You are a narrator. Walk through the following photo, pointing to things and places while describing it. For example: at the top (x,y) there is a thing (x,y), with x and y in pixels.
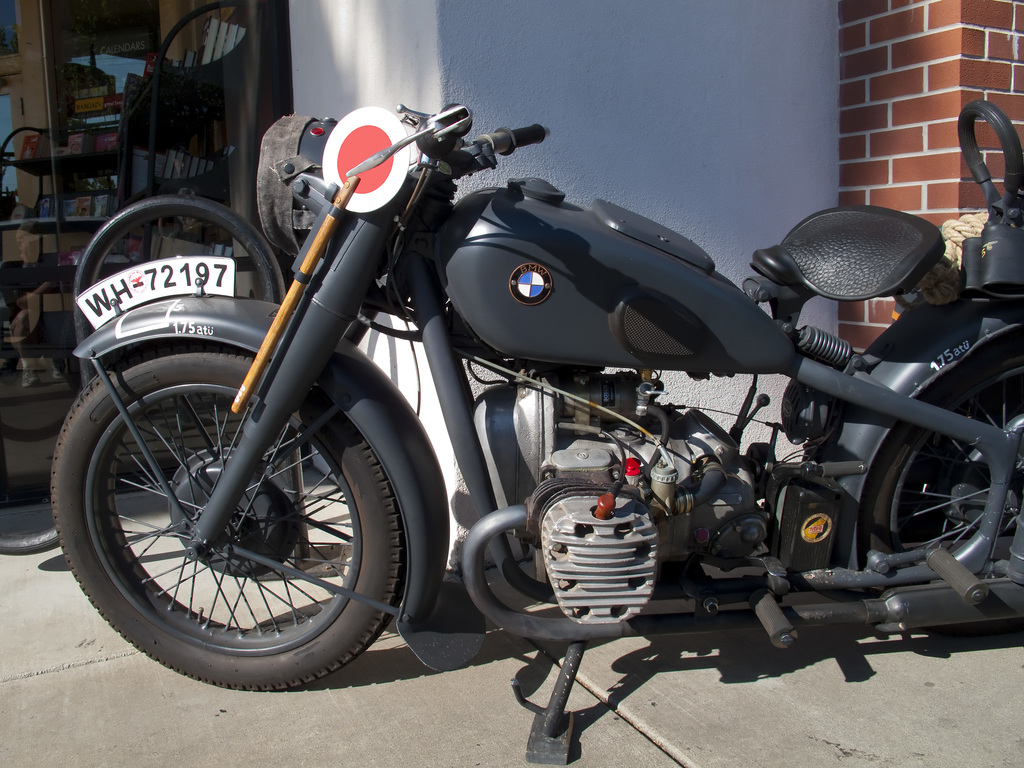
In this image we can see a motorbike (614,482) which is placed on the ground (653,664). On the backside (186,162) we can see some objects (186,162) placed in the racks (221,156), the rope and a wall (949,215).
